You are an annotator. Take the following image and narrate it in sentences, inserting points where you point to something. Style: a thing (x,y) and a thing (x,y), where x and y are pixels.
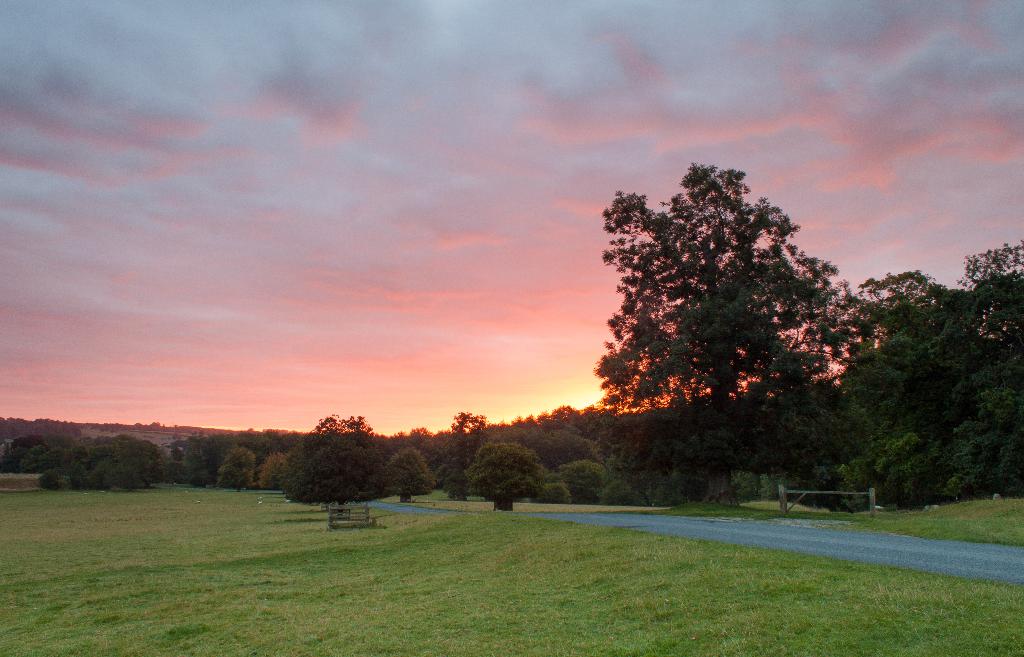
In this picture there are trees (719,423) in the center (683,394). At the bottom (521,582), there is grass (506,522). Towards the right (838,557), there is a road (953,562). On the top (465,152), there is a sky (444,177) with clouds (444,207).
